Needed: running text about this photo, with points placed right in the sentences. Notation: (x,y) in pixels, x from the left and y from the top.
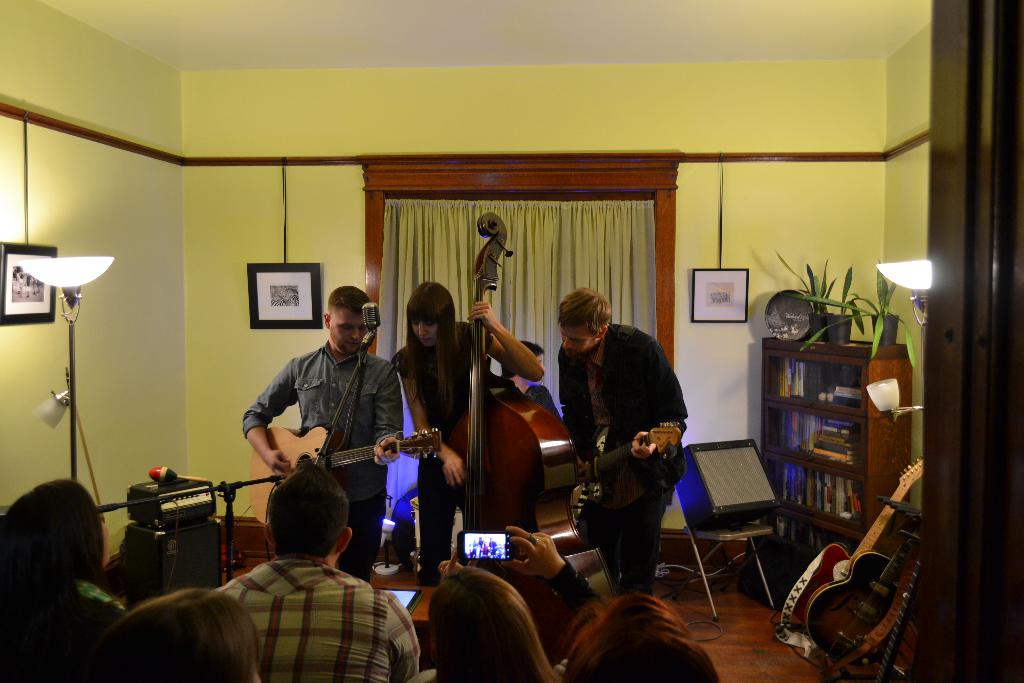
In this image we have a group of people (363,499) among them, three people (368,417) are playing musical instrument (612,459) in front of the microphone (359,356) and few (479,567) are sitting on the floor (693,627). On the right side of the image (825,406) we have a shelf (840,419), a chair (761,529) and couple of guitar (863,570) on floor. Behind this people (497,378) we have curtain (521,255) and wall photos (283,293) on the wall (311,248) and on the left (71,274) the image we have a lamp light (70,322).
